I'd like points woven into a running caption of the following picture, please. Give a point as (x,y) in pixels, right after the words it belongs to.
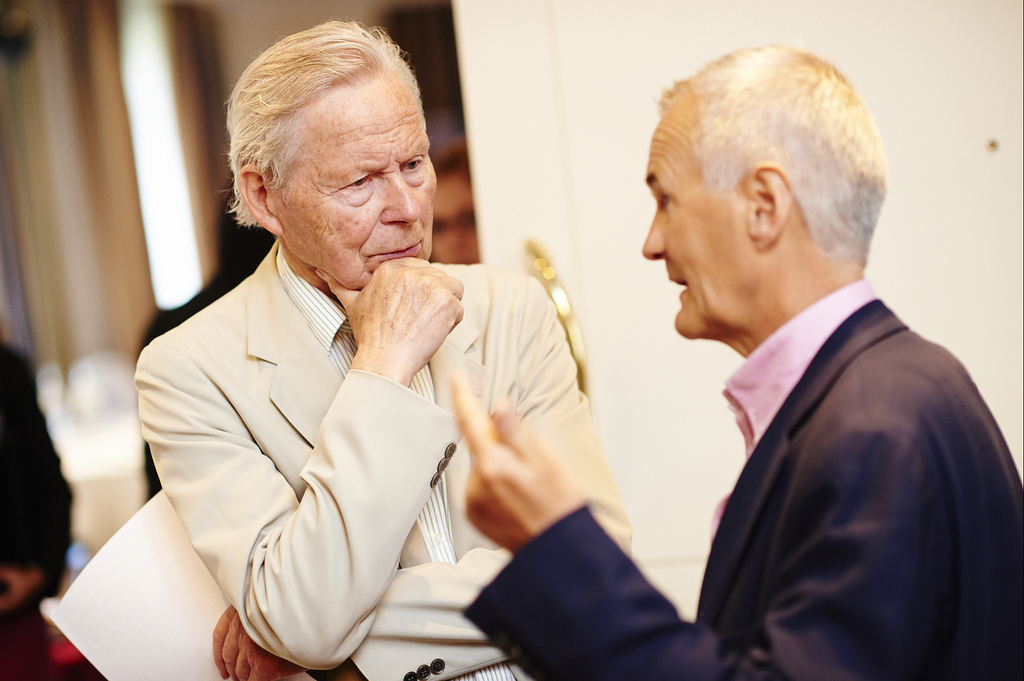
In the image we can see two men (554,388) standing, wearing clothes (397,503) and the left side man (419,394) is holding paper (188,572) in hand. It looks like they are talking to each other and the background (135,112) is blurred.
